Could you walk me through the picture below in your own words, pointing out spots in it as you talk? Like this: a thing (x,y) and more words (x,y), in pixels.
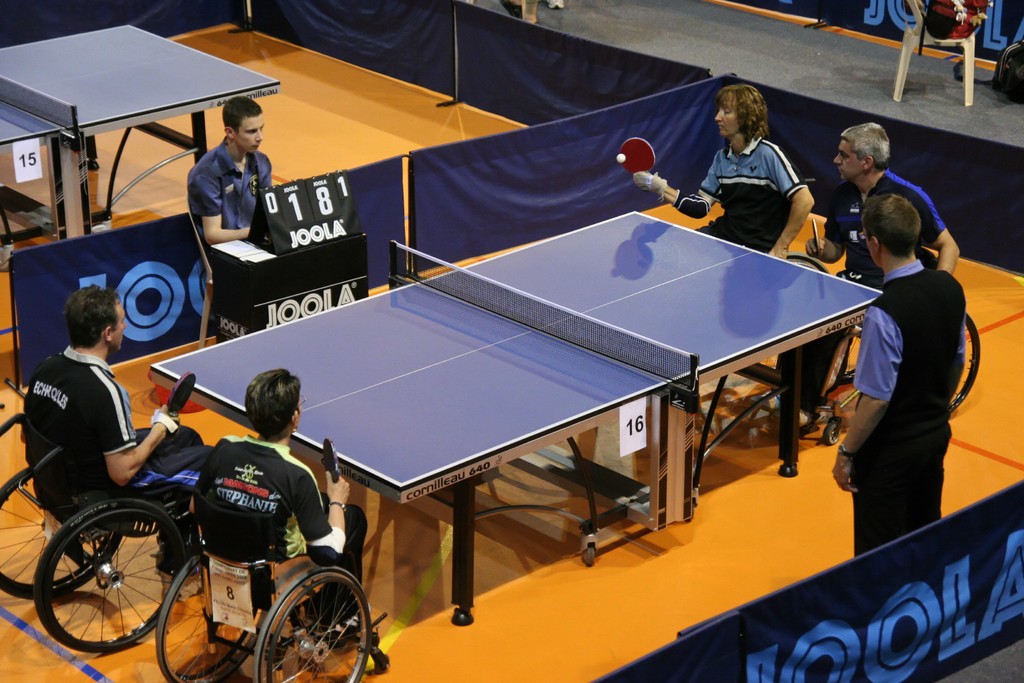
In this image, There is a floor (703,565) which is in orange color, There is a table (464,418) which is in blue color, There are some people (154,482) sitting on the wheel chairs (171,505), In the middle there is a man (232,229) sitting behind a black color box (265,268).
